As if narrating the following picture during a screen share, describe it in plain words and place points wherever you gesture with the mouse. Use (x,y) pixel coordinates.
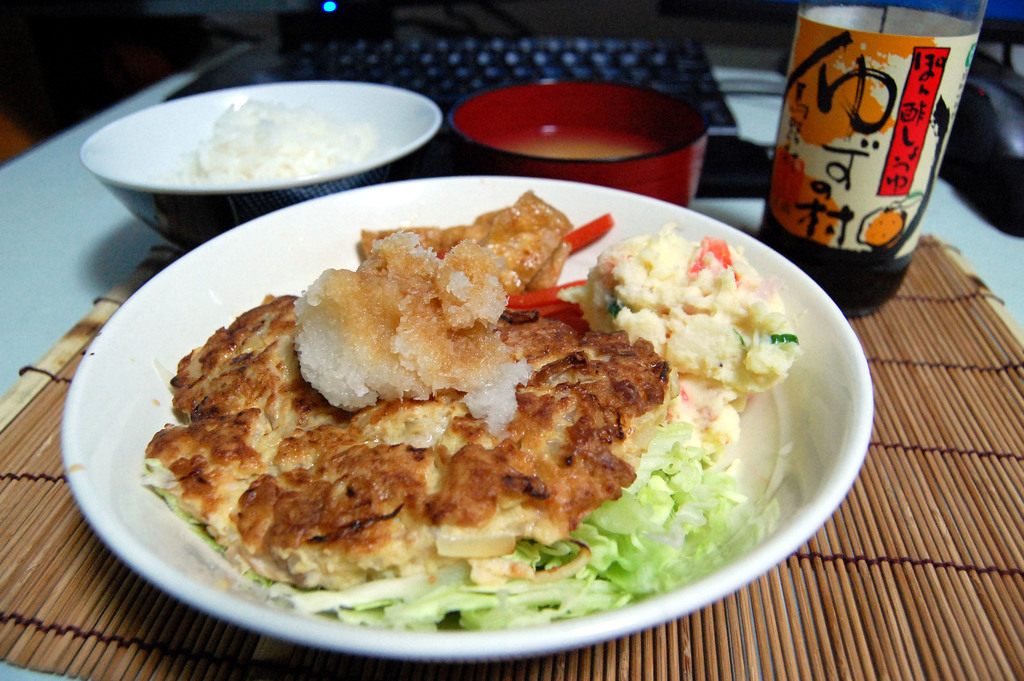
In this image there is a table (64,250) and we can see bowls (474,202), keyboard (519,72), bottle (873,84), dining mat (915,456) and some food (417,365) placed on the table (65,271).
